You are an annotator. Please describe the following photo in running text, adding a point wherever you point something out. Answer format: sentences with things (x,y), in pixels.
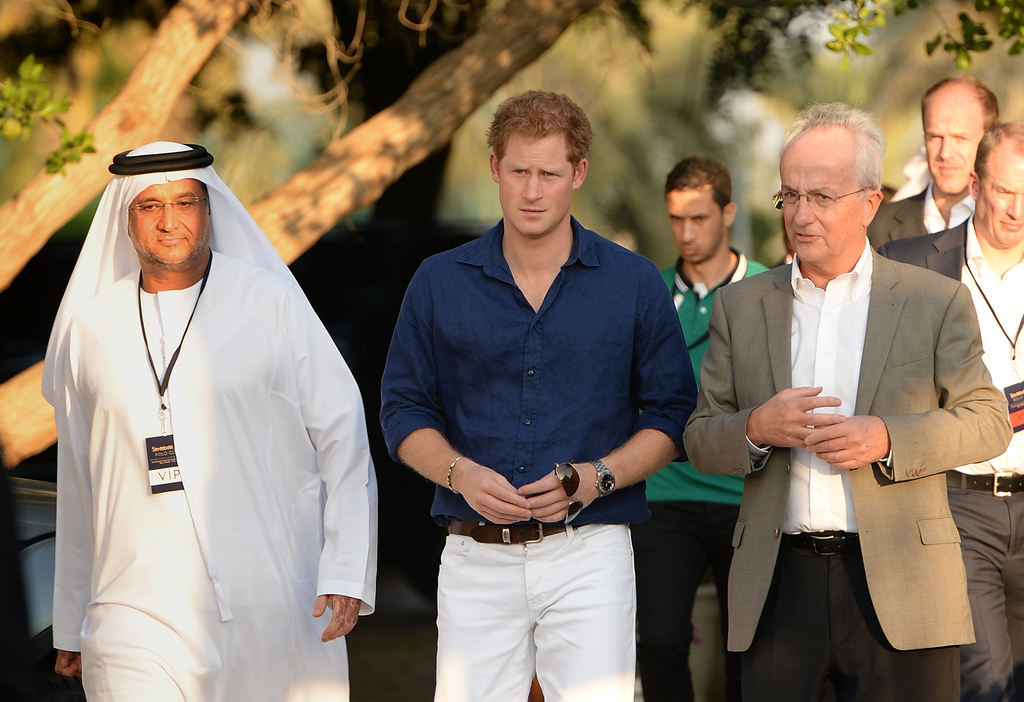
In this image I can see few people (257,327) are walking and wearing different color dresses (950,444). I can see few trees (847,15) and the blurred background (639,5).
